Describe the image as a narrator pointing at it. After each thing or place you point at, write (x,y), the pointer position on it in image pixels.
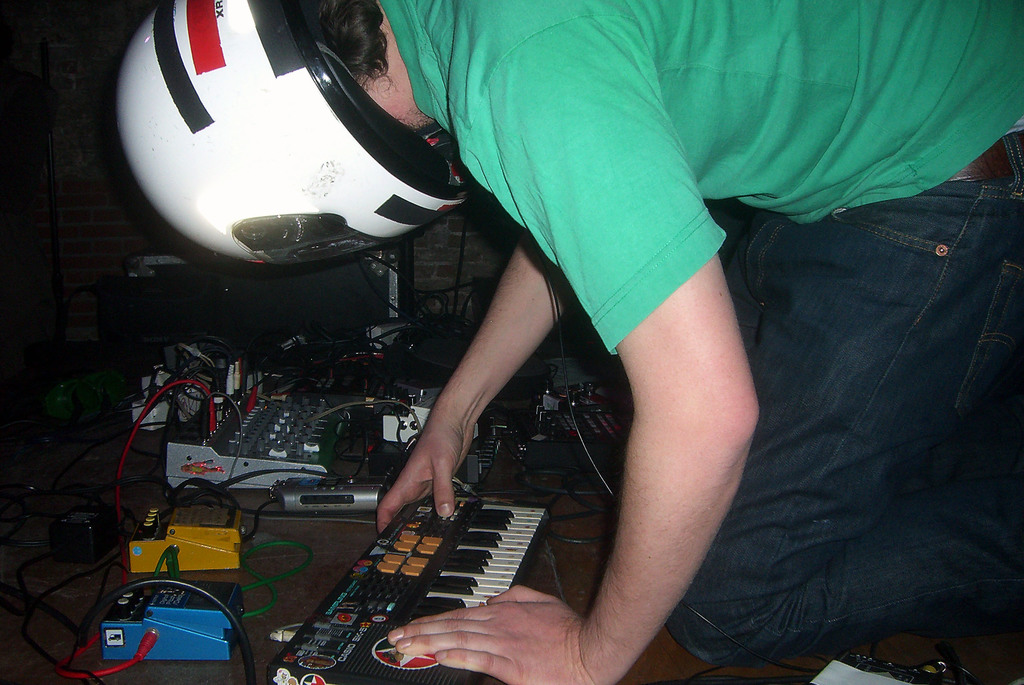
In this image i can see a person (684,107) wearing a green t shirt (728,170) and blue jeans (914,439) and a helmet (324,114). He is operating a piano (453,592) and in the background (313,424) i can see a lot of electronic equipment (270,412).
